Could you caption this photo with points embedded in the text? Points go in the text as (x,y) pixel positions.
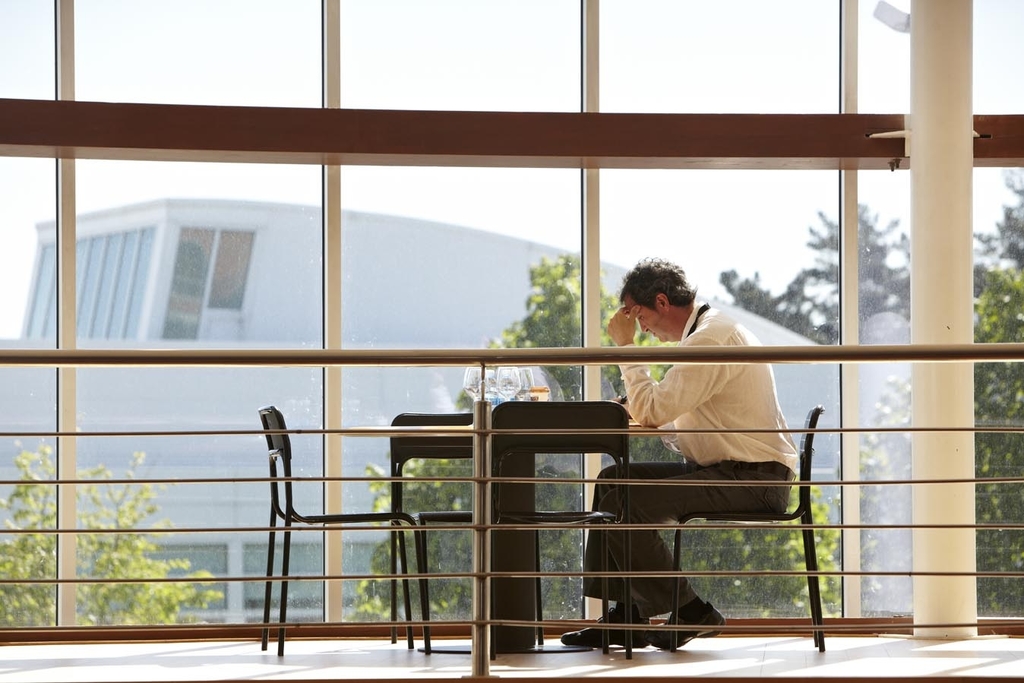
In this image, we can see a table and some chairs (556,523). This table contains glasses (492,377). There is a person (672,383) in the middle of the image (662,293) sitting on the chair (801,475) beside the glass wall (812,268). There are grills (340,575) at the bottom of the image (483,583). There is a pillar (925,312) on the right side of the image (948,329). In the background (766,233), we can see some trees (555,317), building (476,289) and sky (471,95).
